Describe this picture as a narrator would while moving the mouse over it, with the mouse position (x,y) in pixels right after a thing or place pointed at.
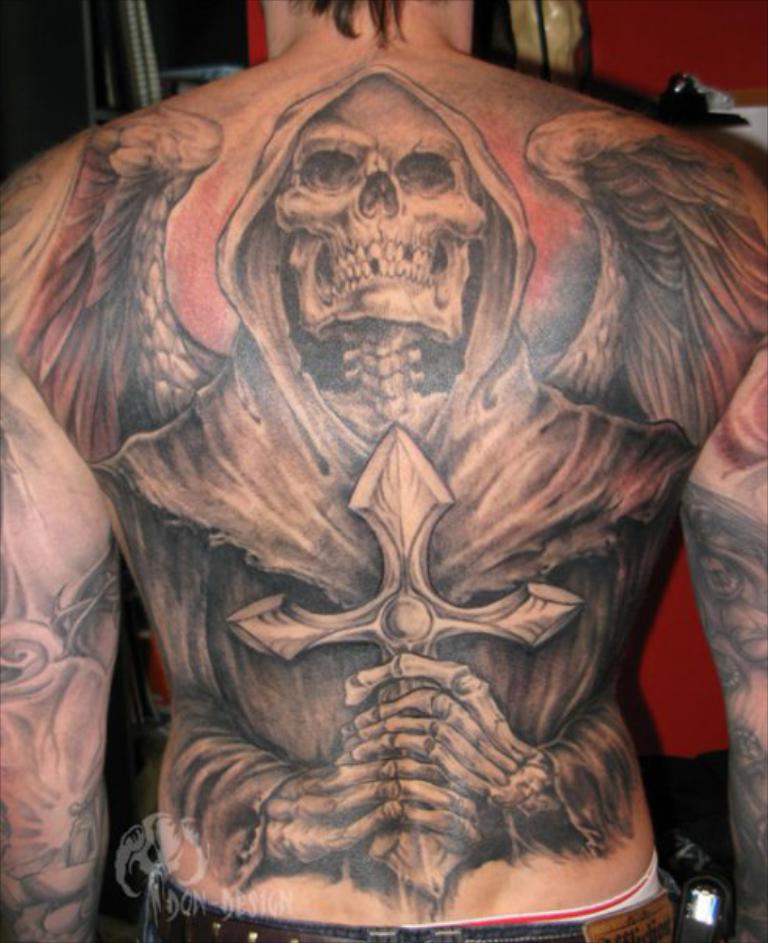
In this image we can see the tattoo (588,203) on the body (628,304) of a person (552,662). In the background (731,872) we can see the wall (724,60) and also an object (693,891). At the bottom (173,865) we can see the logo (187,874) and also the text (268,895).
